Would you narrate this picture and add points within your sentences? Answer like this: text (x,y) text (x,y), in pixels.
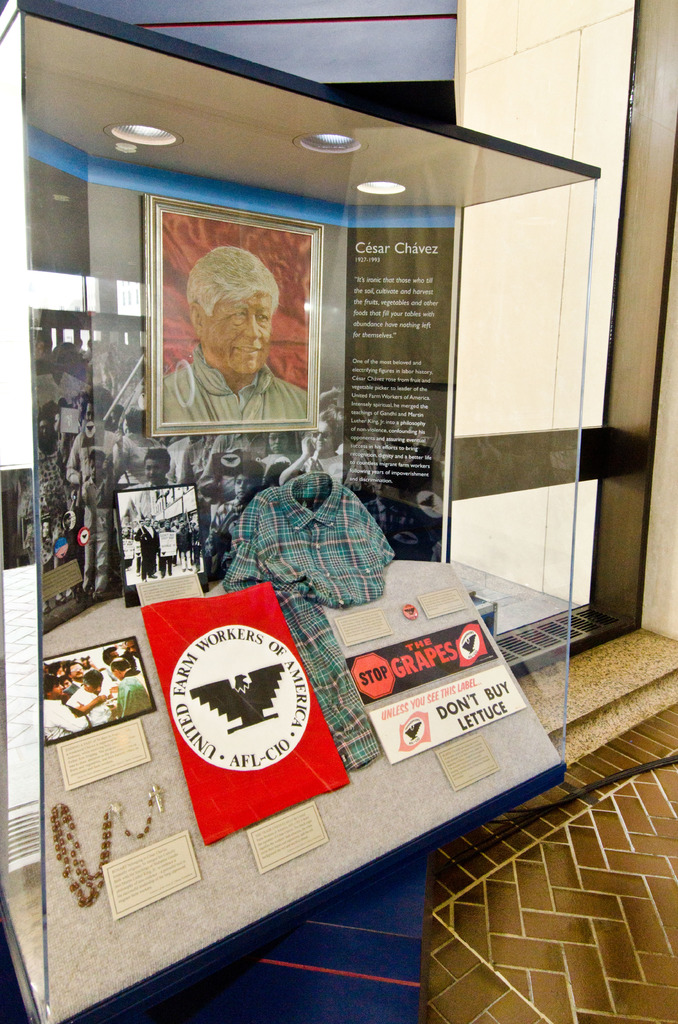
In the bottom left corner of the image (179,996) there is a table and glass wall (88,101). Through the glass wall (54,172) we can see some frames (167,552), posters (222,698), sign boards (461,699), jewellery (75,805) and cloth (289,504). At the top of the image (399,75) there is wall (352,54).
